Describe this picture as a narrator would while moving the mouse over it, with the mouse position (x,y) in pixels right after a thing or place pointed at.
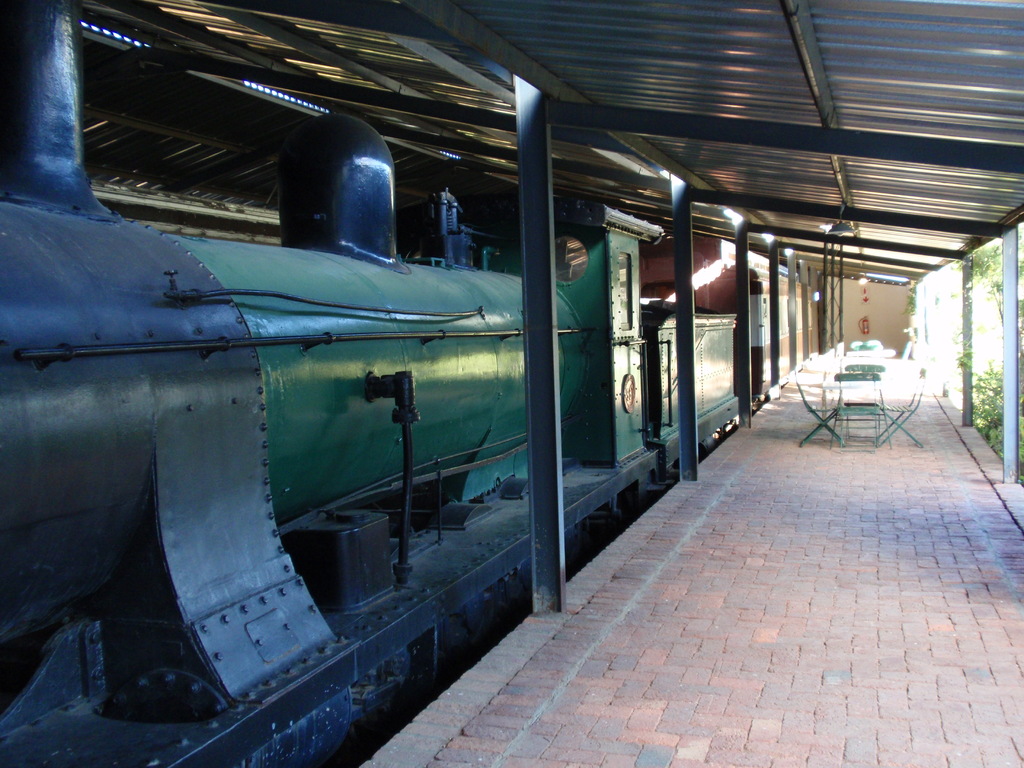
In this image we can see a train engine (464,393). Also there is a platform (792,608). There are chairs (813,436). And we can see iron pillars (1013,374) and a shed (362,101). Also there are few plants (981,411) on the right side (992,420).
